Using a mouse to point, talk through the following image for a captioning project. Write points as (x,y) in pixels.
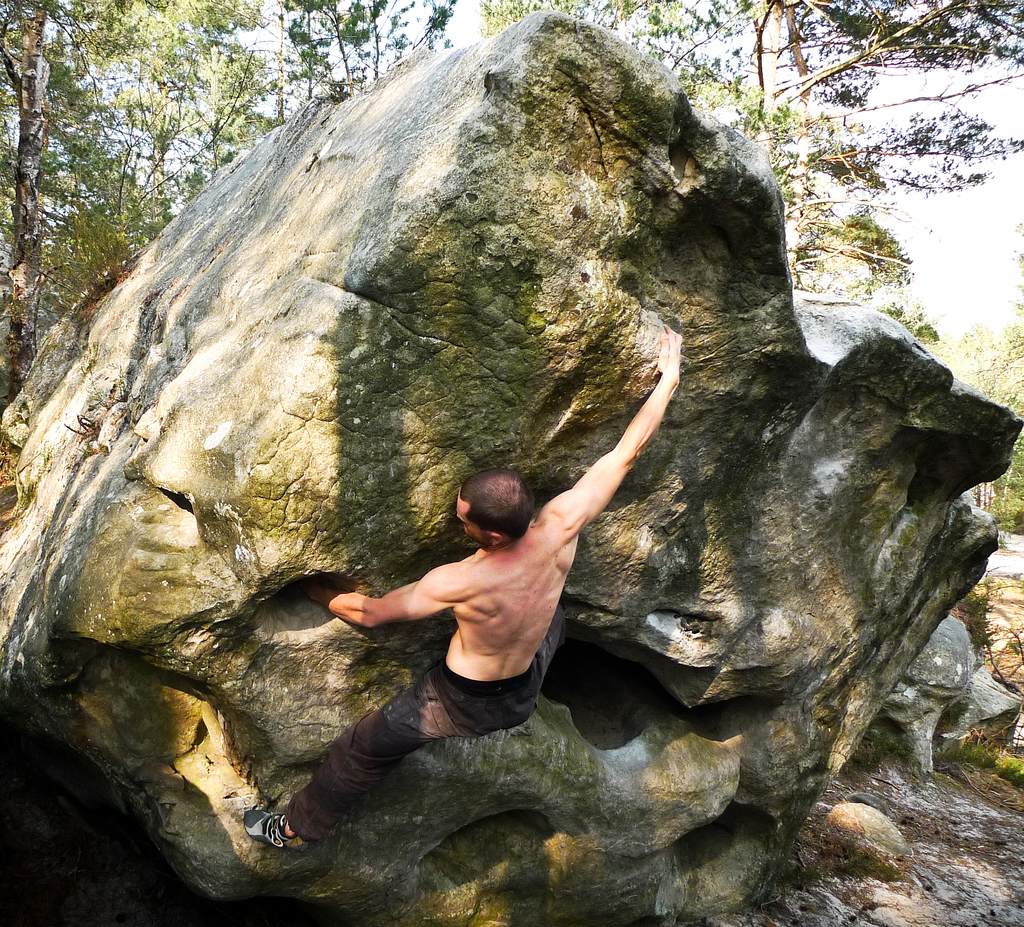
In this image there is a person (474,702) climbing on the rock (412,491). In the background of the image (1013,349) there are trees (1017,361). At the top of the image (978,240) there is sky (972,248).
